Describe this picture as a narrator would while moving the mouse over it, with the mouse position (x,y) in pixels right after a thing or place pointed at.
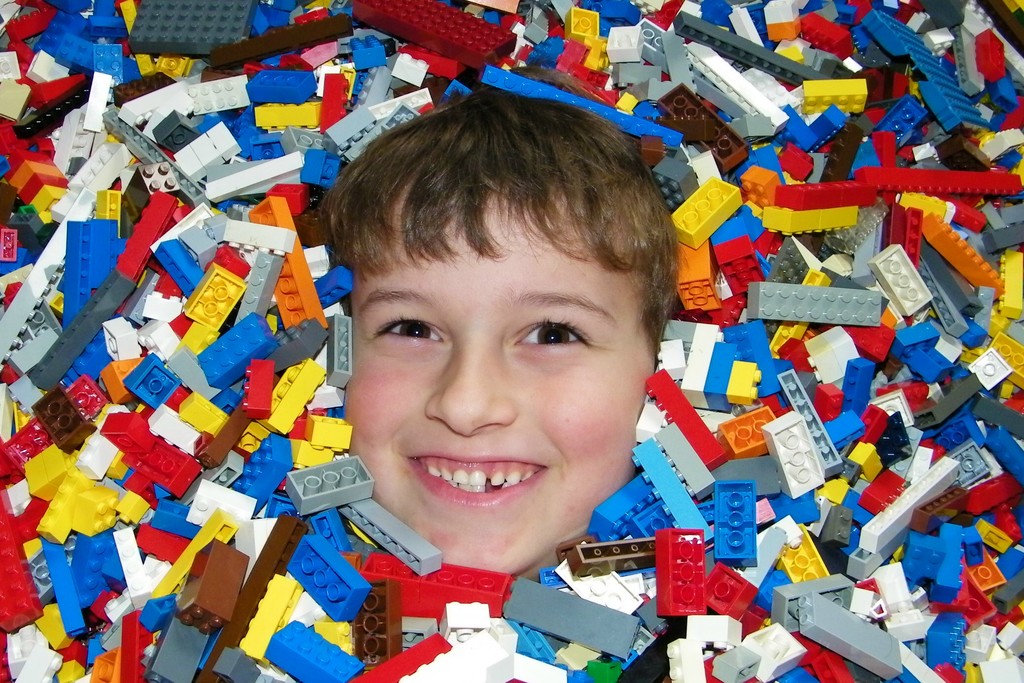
In this picture I can observe face (449,345) of a boy (533,338) in the middle of the picture (411,303). Around his face (359,303) I can observe building blocks toys (724,406). They are in different colors.
